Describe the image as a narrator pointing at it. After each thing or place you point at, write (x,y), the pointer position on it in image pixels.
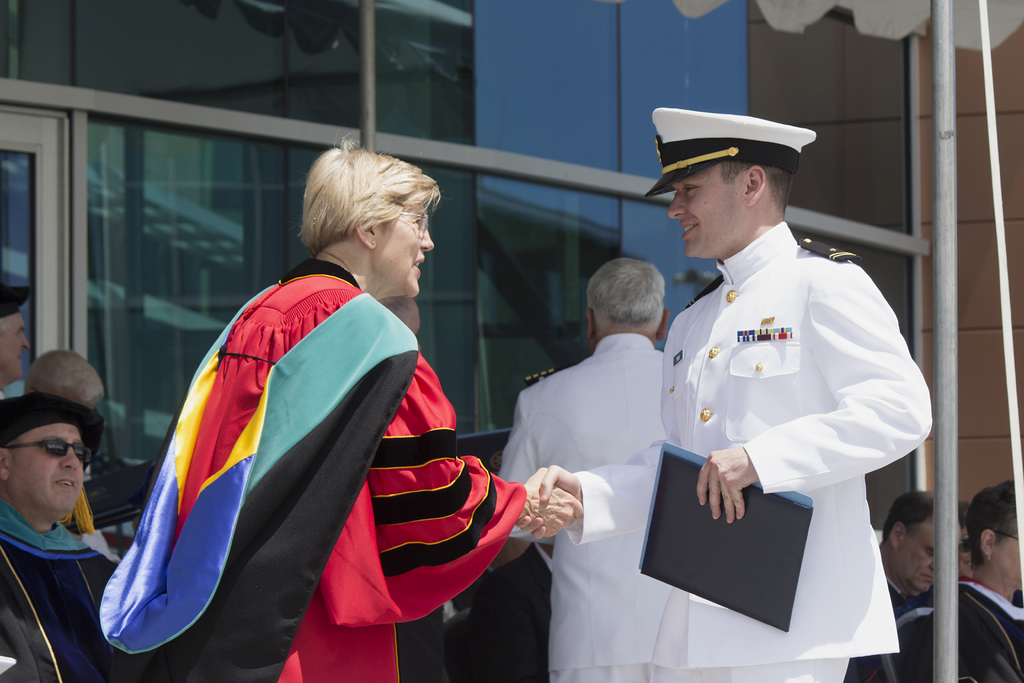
In the front of the image (508,538) there are people (157,508). In the background of the image (918,189) there is a wall (974,180), glass windows (510,143), rods (952,316) and objects (136,475). Front two people (382,434) are giving each other a hand shake and one person (713,509) is holding an object (755,557).
